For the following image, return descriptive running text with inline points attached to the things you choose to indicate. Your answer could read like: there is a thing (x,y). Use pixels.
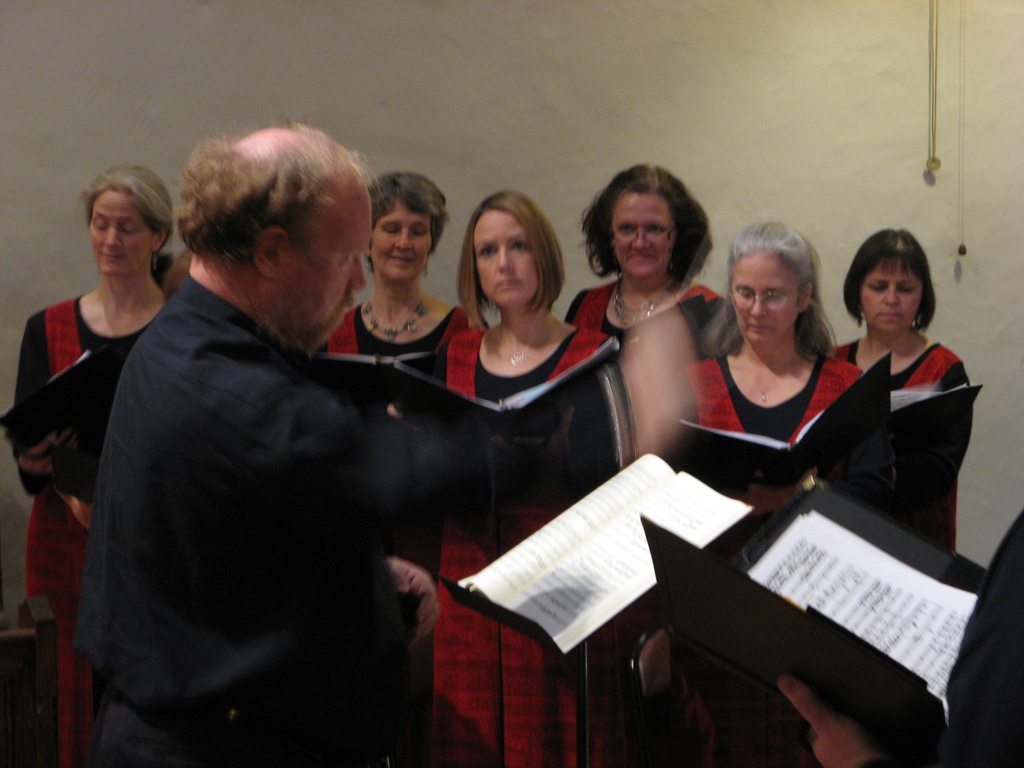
In this picture we can see a man (147,599) and in front of him we can see a stand (457,587) with a book (581,600) on it and a group of people (582,480) holding books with their hands (31,454) and standing and in the background (799,141) we can see the wall (675,83) and some objects (50,640).
